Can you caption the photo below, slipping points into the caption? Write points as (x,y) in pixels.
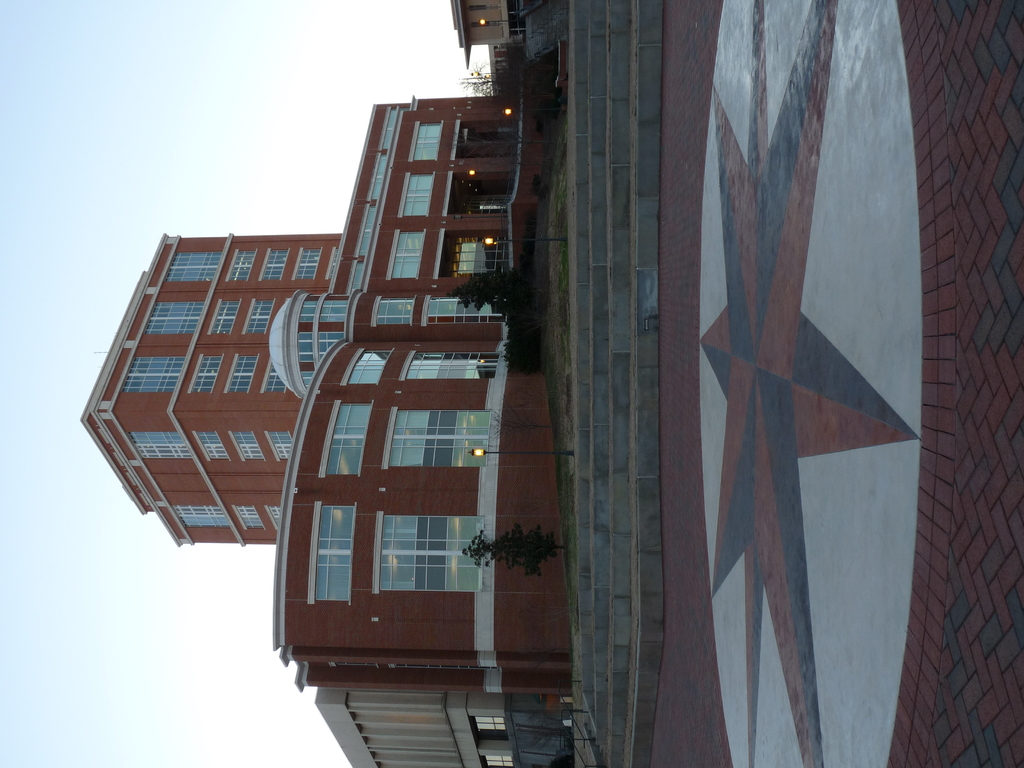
In this image we can see there is the building (434,289) and in front of the building (513,215) there are plants (507,557) and stairs (594,141). And there is the ground (791,147) with a design (755,188). And at the top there is the sky (102,166).
